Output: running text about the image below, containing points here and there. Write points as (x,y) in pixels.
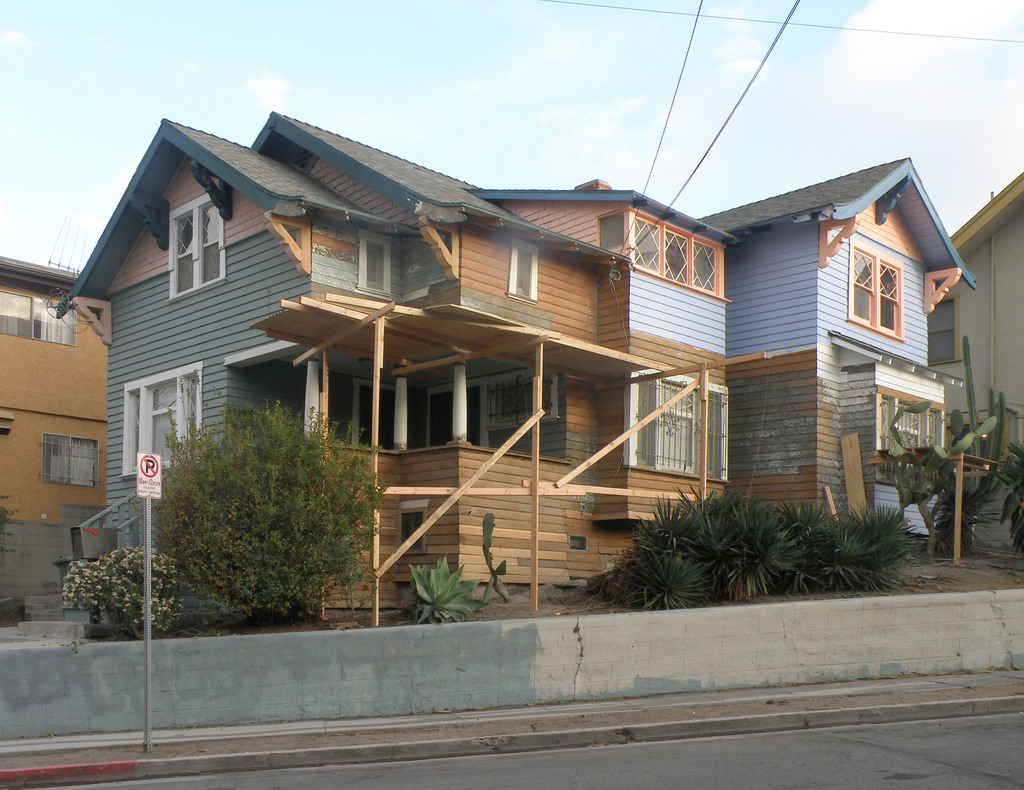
In the center of the image (562,286) there are buildings (628,388). At the bottom (863,534) there are plants (752,550) and bushes (311,553). On the left (148,595) there is a sign board (141,488). At the bottom (624,769) we can see a road (748,777). In the background (731,37) there are wires (838,28) and sky (475,90).
